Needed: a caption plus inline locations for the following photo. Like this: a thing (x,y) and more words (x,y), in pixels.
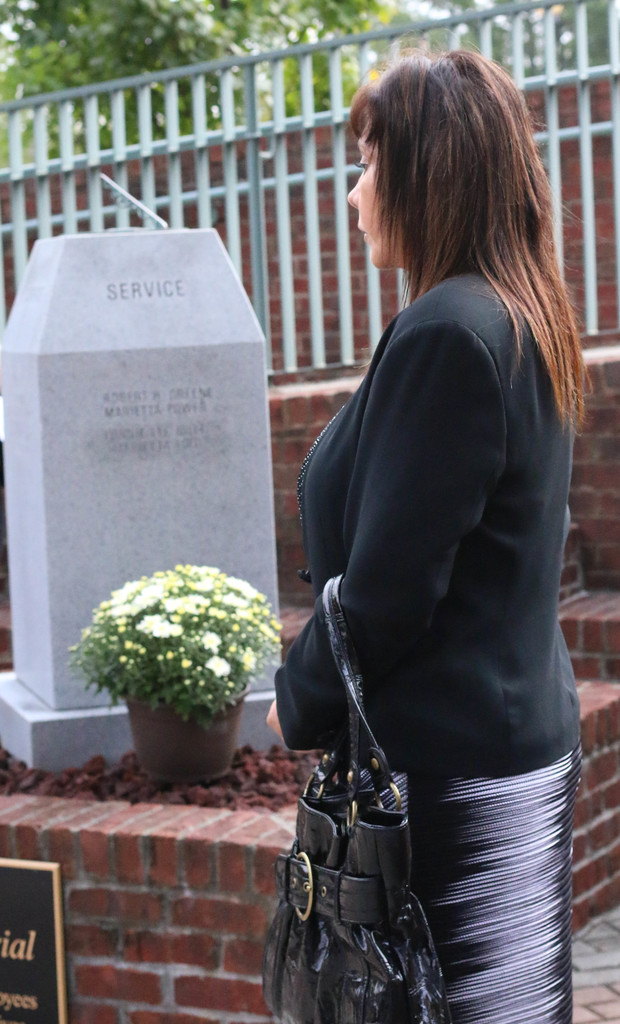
In this image, we can see a lady (416,750) holding bag (391,832) and in the background (180,731), there is a flower pot (181,693) and there is a wall (281,444) and we can see a fence (252,170).
